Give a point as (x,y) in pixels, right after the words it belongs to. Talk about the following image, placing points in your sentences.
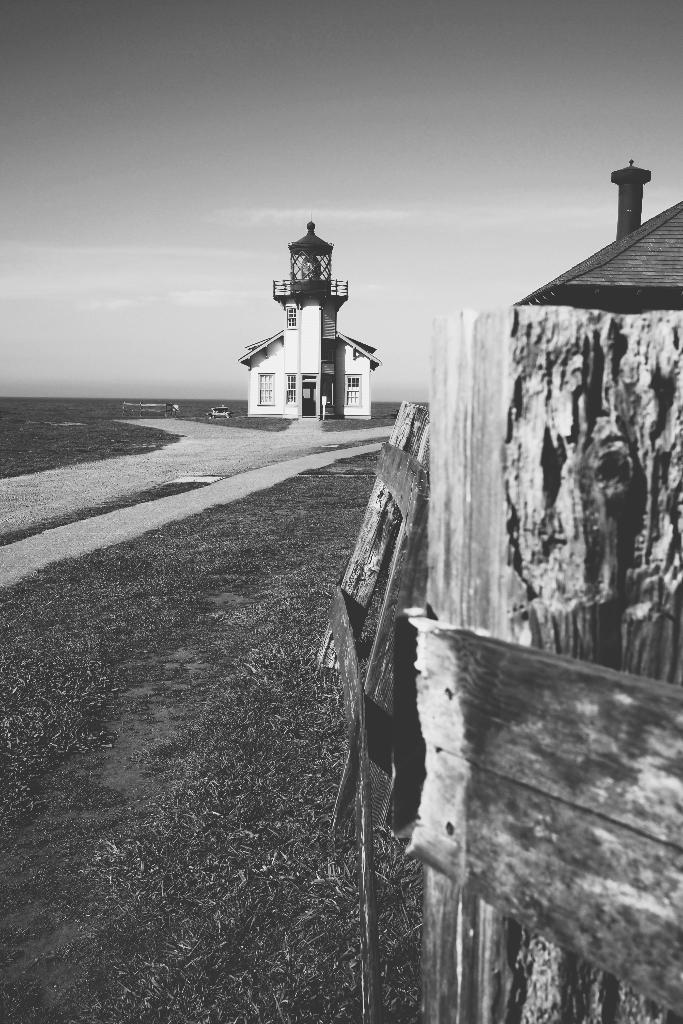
In this image I can see few buildings (302,385), windows (290,325) and wooden fencing (540,523). The image is in black and white.
